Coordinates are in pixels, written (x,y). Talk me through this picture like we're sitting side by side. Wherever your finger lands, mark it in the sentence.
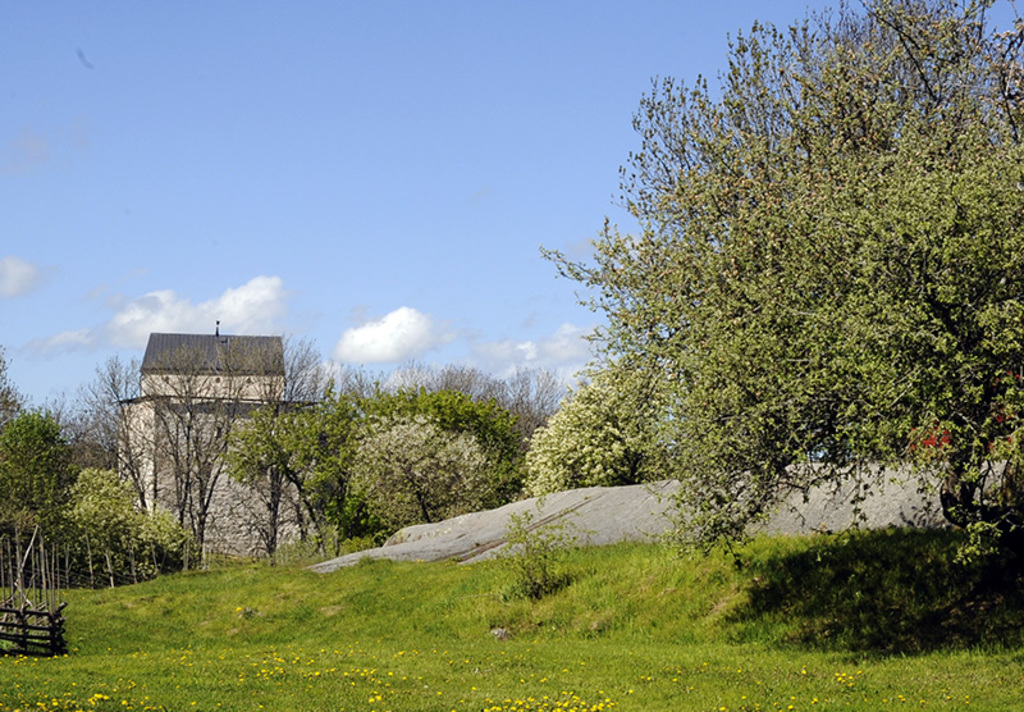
This picture is clicked outside. In the foreground (186,600) we can see the green grass (234,614), plants (161,555) and trees (321,405). In the background (111,89) we can see the sky (348,131) with the clouds (250,280) and we can see a house (274,346) and some other items (551,500).
